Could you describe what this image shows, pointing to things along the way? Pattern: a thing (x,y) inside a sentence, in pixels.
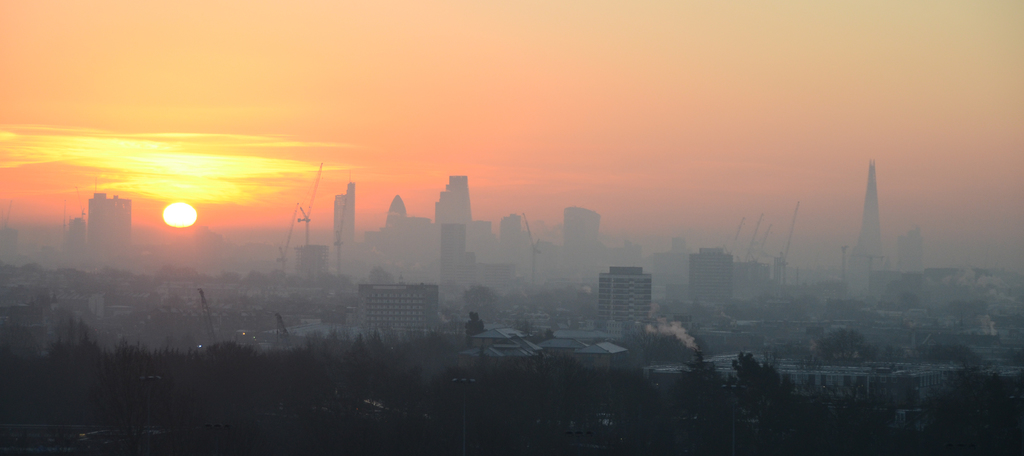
In this image, we can see some trees (480,326) and buildings (599,269), at the left side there is a sun (169,217), and at the top (715,47) there is a sky (185,191).
